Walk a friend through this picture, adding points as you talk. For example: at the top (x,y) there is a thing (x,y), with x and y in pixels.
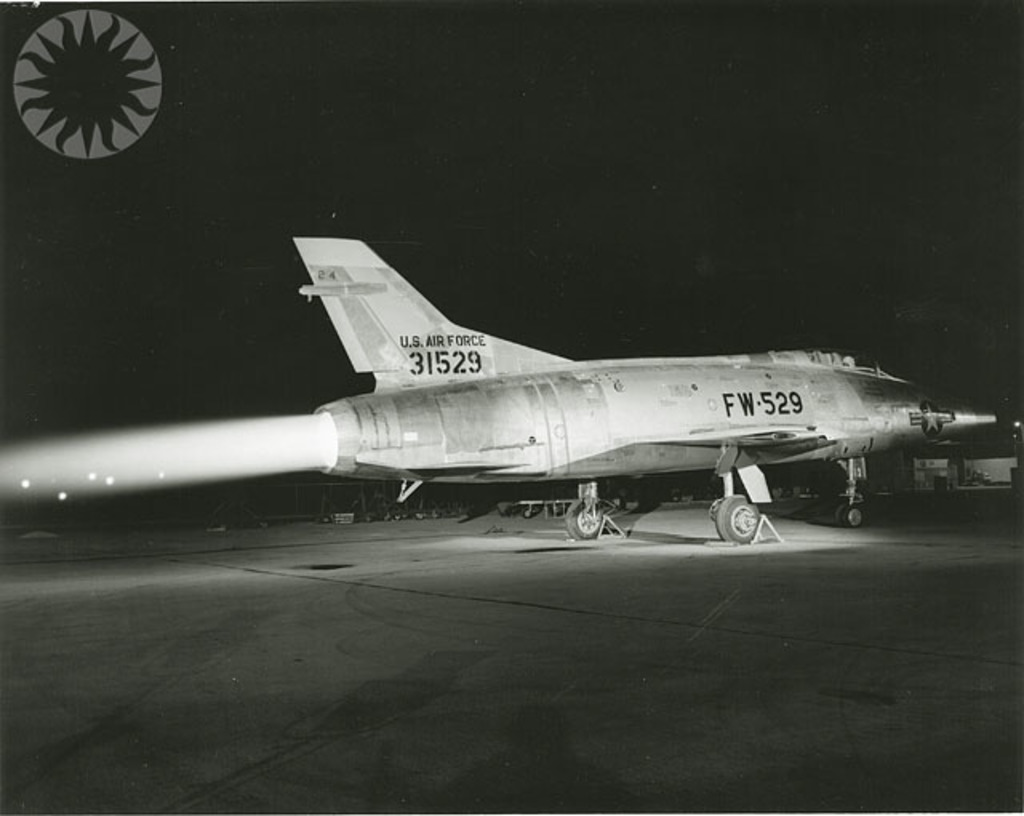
In this picture we can see an airplane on the ground (613,606), here we can see a logo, some objects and in the background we can see it is dark.
